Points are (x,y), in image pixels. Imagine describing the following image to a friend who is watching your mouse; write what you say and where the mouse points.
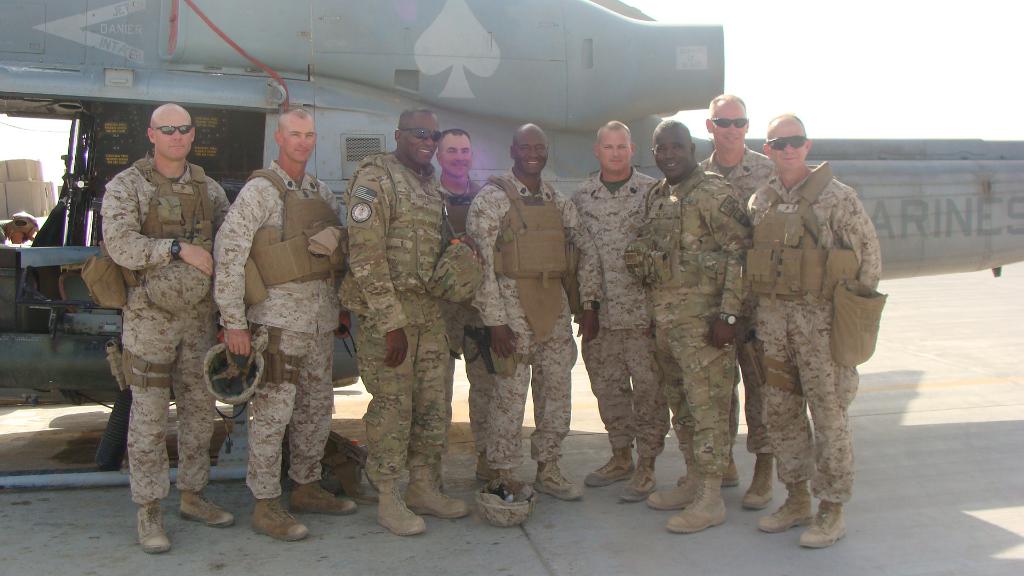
In the picture we can see 9 army people (830,459) are standing and they are in uniforms (796,459) and smiling and behind them, we can see a helicopter (90,388) and from it also we can see a man (20,236).
